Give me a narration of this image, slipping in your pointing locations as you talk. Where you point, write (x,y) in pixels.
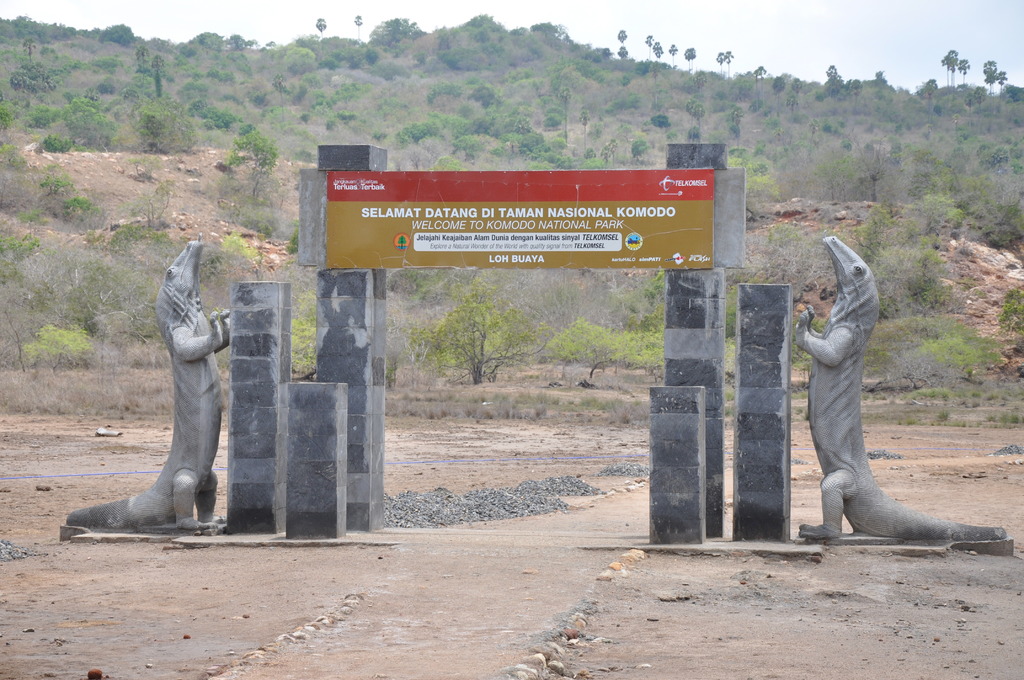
In the image there is a stone arch (310,424) with a banner (580,230) above it with komodo statue (203,404) on either side of it on mud land (450,487) and the back there are hills (363,102) with many trees (540,97) all over it and above its sky (816,17).
